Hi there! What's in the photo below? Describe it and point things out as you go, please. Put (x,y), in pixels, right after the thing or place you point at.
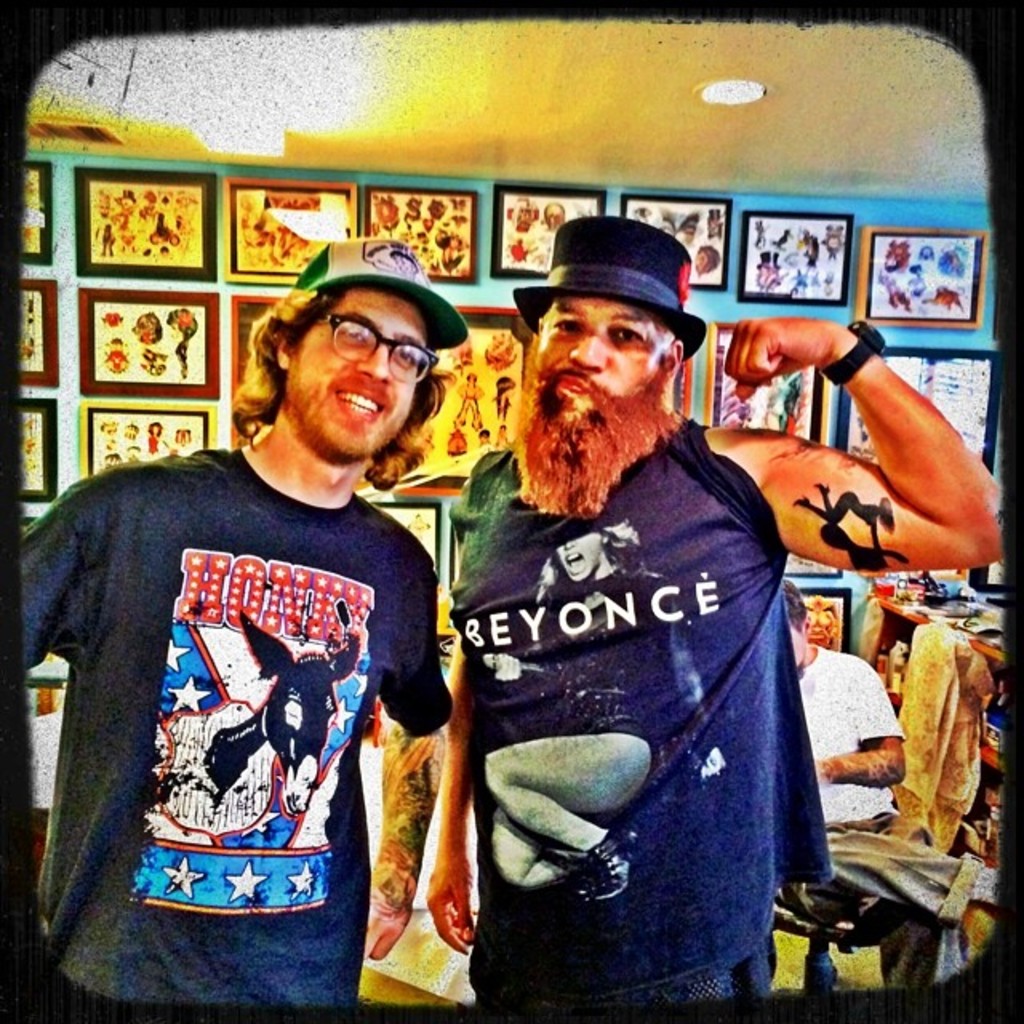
In this picture we can see two men (734,785) wore caps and standing on the floor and in the background (852,872) we can see frames (196,178) on the wall (914,218) and a person (866,867) sitting on a chair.
